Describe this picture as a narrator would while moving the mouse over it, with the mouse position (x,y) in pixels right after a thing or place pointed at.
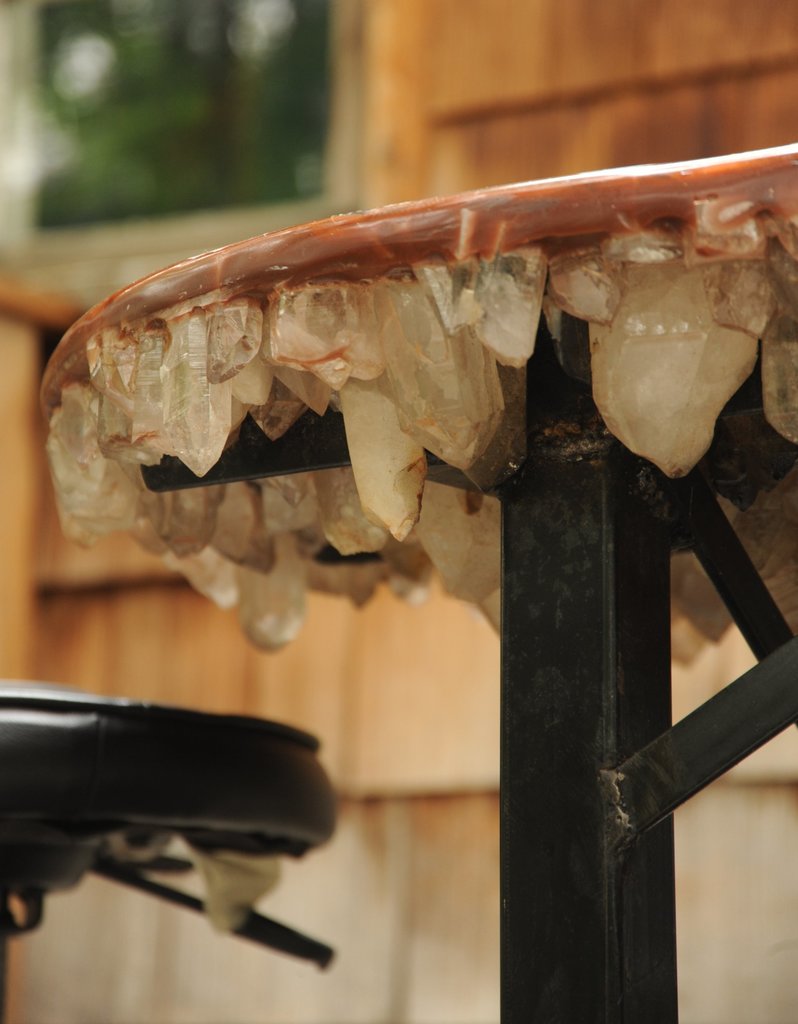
In the center of the image (395,458), we can see a stand (444,537) and there is another object (127,714). In the background (132,91), there is a wall (437,121) and a window (285,132).
